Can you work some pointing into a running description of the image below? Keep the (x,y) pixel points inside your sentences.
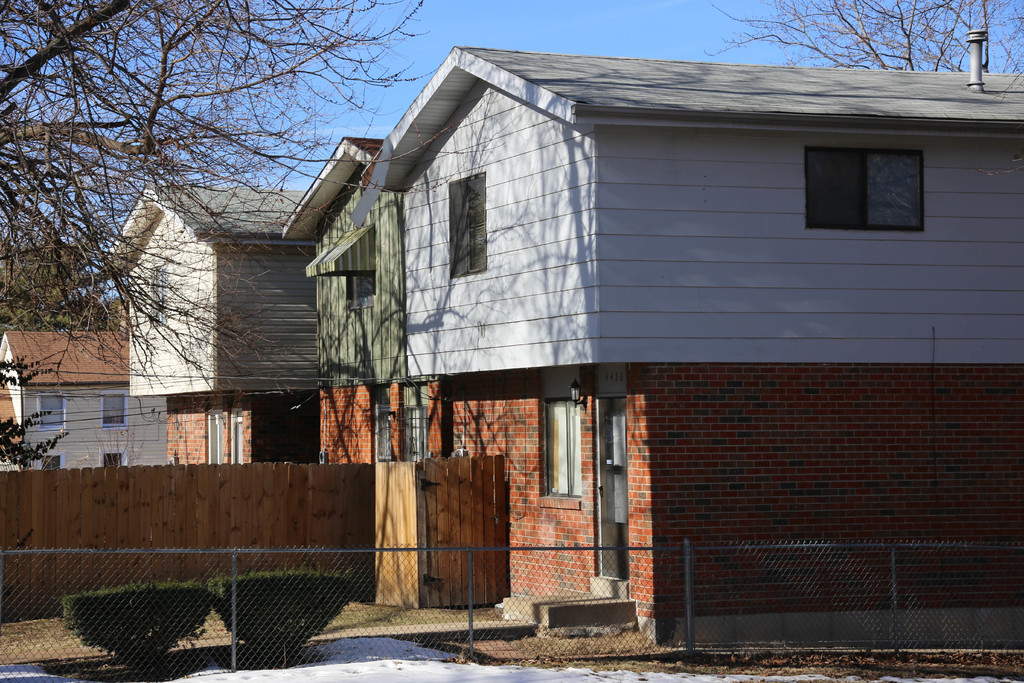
In this picture I can see the building (584,312) and fence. At the bottom (277,601) I can see some plants (158,604) near to the fencing (728,627). On the right (901,45) and left side (17,128) I can see the trees (987,40). At the top (555,2) I can see the sky (567,2).
